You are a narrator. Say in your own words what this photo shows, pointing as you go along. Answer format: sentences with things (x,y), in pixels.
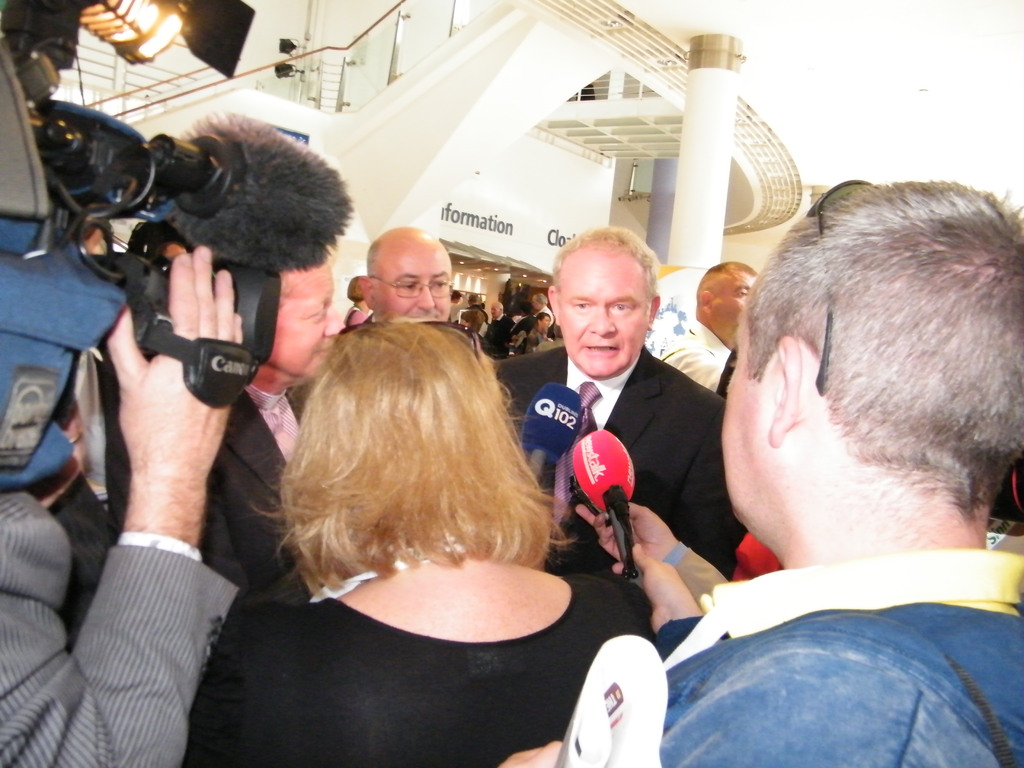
In this image, we can see a group of people (959,607). On the right side (963,556), we can see a person (985,623) wearing a blue color shirt (981,662) holding a microphone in his hand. On the left side (69,689), we can see a person (40,578) holding a camera (48,95) in his hand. In the background (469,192), we can see a pillar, staircase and a group of people (360,317).
